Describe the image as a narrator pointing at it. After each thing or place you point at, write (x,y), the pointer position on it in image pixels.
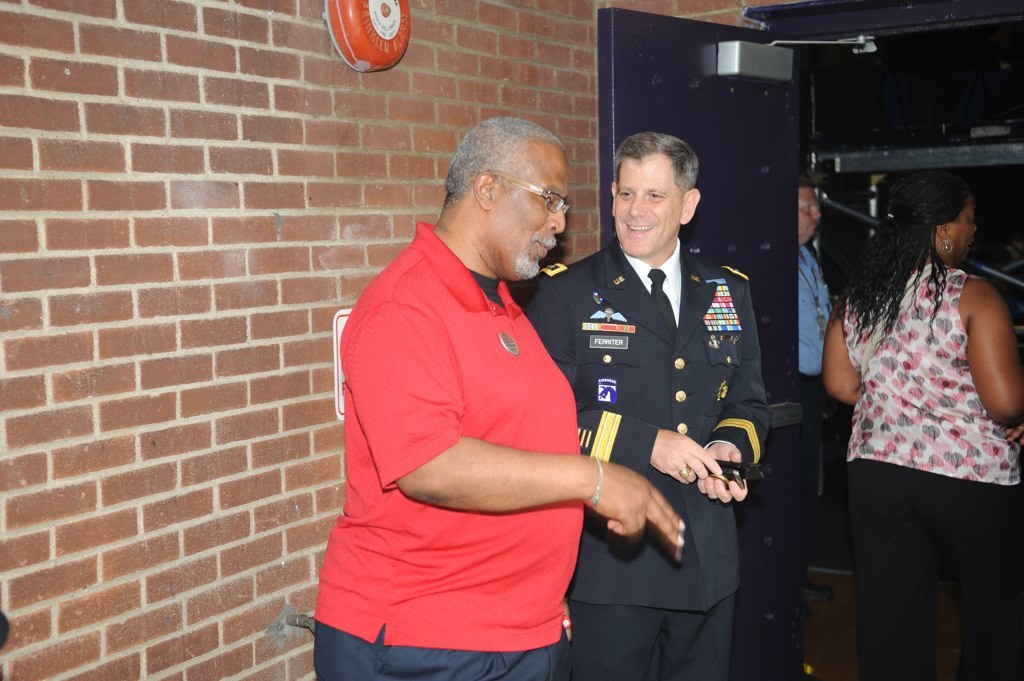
On the left side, there is an object (351,32) on the brick wall (283,102). In the middle (656,411), there are two persons (447,293) in different color dresses (671,430), smiling and standing. On the right side (897,185), there is a woman (897,204) standing. In the background (798,481), there is a person (805,280) and violet color door (731,120).
